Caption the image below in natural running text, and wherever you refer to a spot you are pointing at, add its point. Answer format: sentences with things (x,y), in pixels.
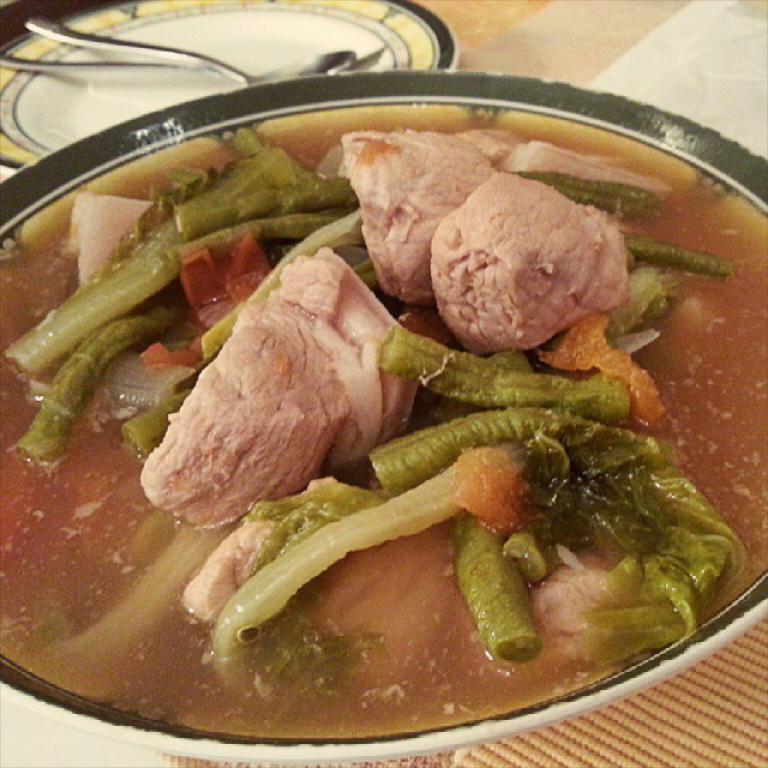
In this image we can see some food item (361,499) which is in a bowl (353,233) and at the background of the image (201,64) there is plate (154,34) in which there is spoon (150,53) and fork (137,52).
